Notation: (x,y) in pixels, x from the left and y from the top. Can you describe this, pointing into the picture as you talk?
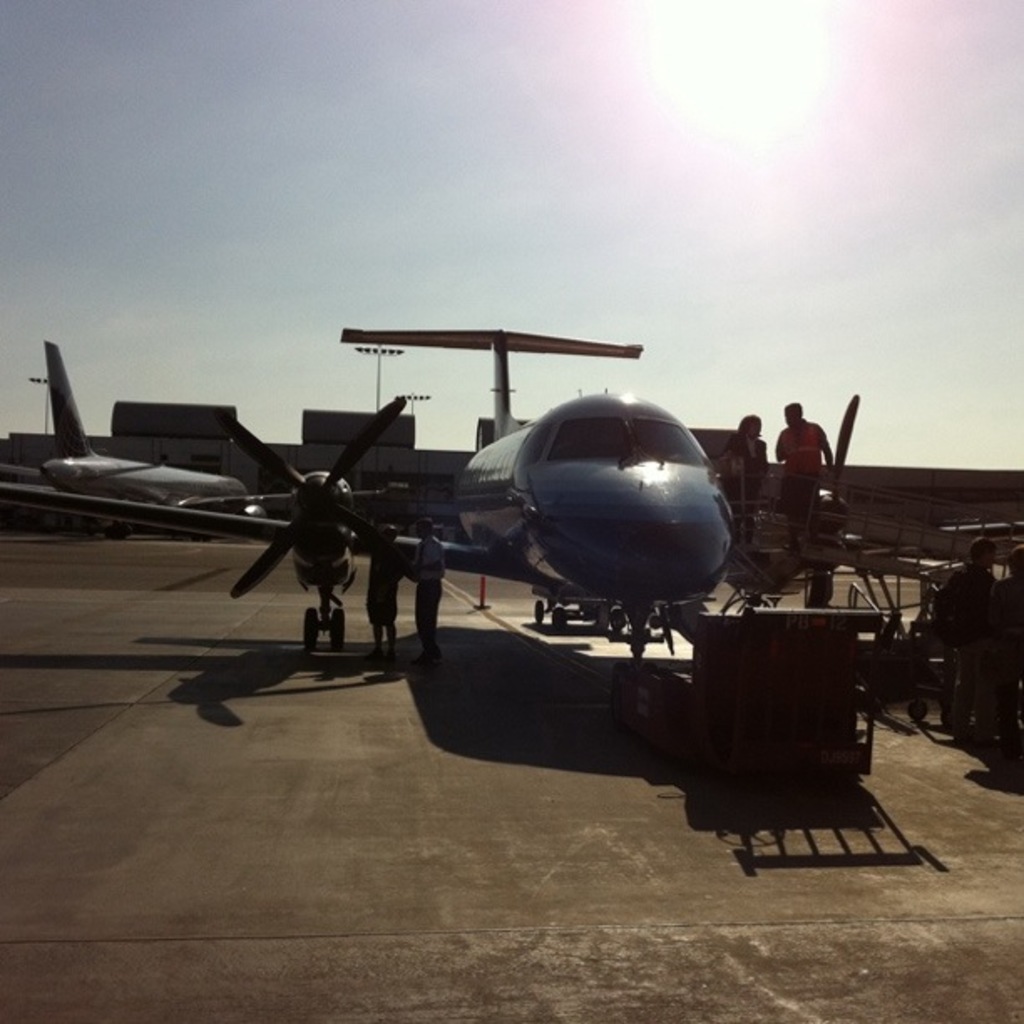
In the picture I can see an airplane (533,472) and we can see the ladder (876,594) on which two persons (753,535) are standing on it. Here we can see two persons (419,543) are standing on the ground (372,820). In the background (60,474), we can see a few more airplanes (209,483), light poles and the sky (440,359) with the sun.
